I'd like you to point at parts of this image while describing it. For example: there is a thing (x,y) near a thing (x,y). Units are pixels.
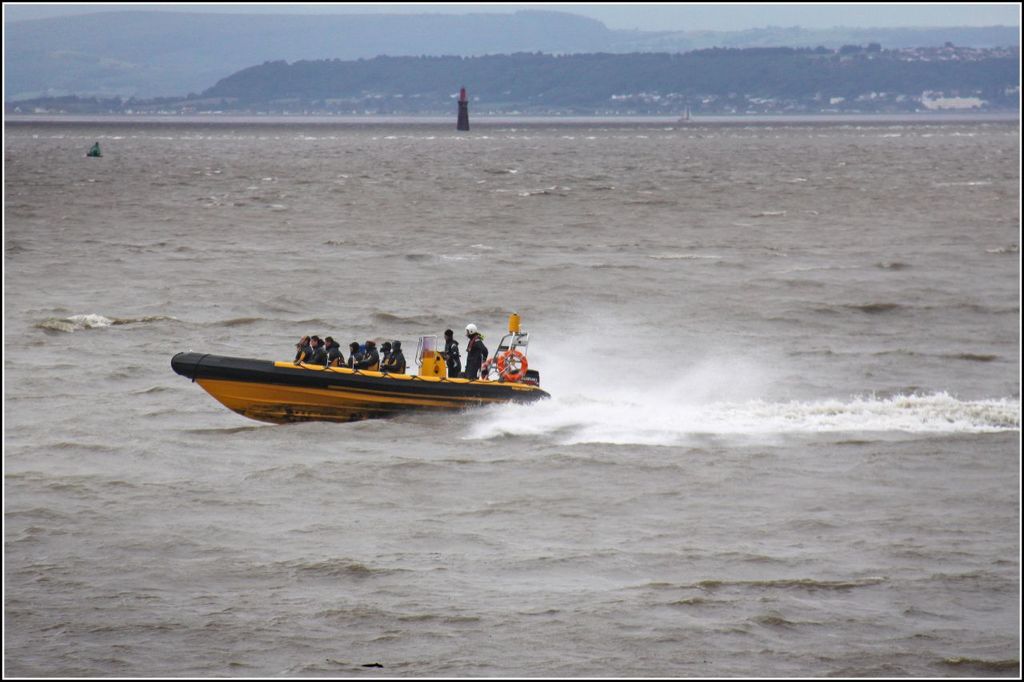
In the foreground of the picture (99,372) there is water (150,416), in the water (137,334) there is a boat (305,376). In the boat (346,367) there are people (362,356). In the background (172,108) there are trees (486,65), hills (670,88) and some buildings (939,54). Sky (748,23) is cloudy.
